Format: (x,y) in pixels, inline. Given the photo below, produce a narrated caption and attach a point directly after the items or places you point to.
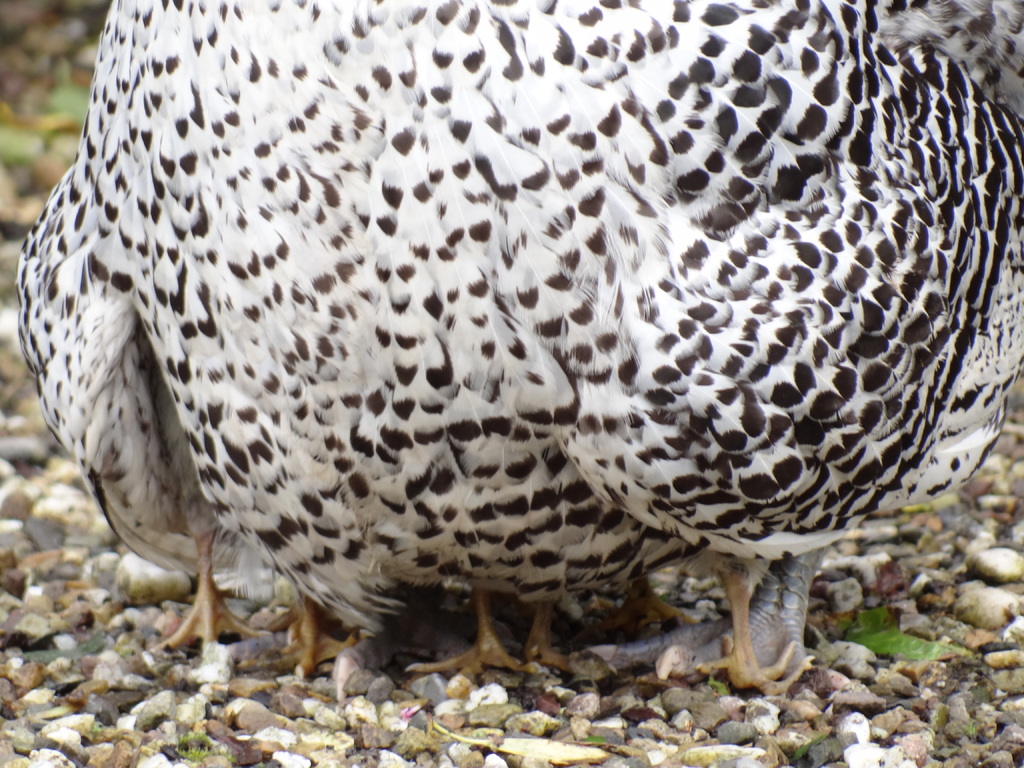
In this picture we can see birds (575,465) and some stones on the ground (15,608).
